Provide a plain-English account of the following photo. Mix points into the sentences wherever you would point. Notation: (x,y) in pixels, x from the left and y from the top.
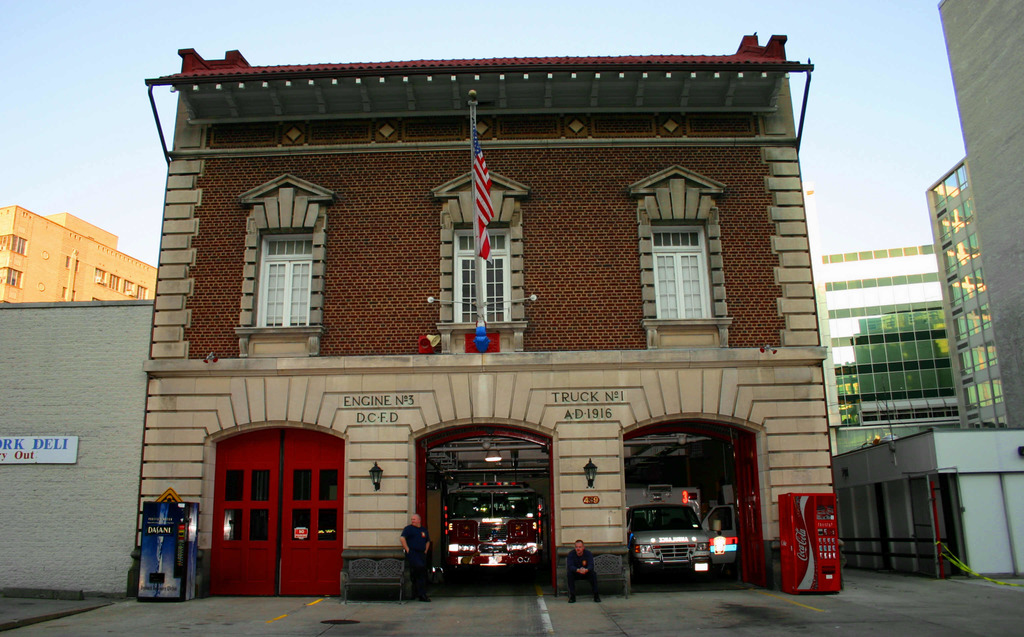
In the center of the image (471,220) there is a flag (484,208) and building (457,344). At the bottom of the image (661,565) we can see persons (582,561) and vehicle (654,550). On the right side of the image (1013,70) we can see refrigerator (813,545) and building (848,451). On the left side of the image (127,321) we can see wall (83,455) and building (29,258). In the background (628,19) there is sky (499,37).
